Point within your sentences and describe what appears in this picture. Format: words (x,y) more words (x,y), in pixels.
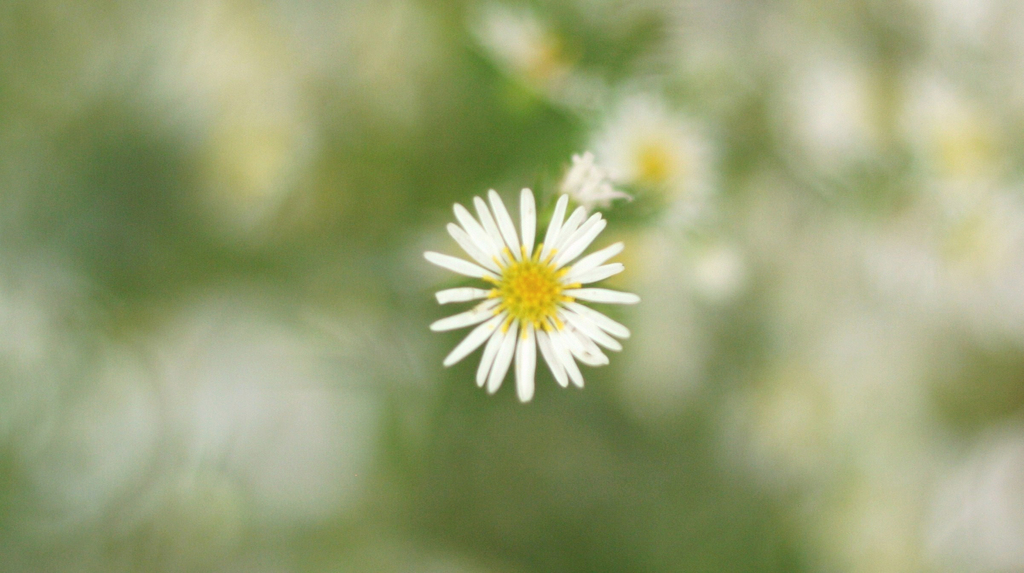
In the picture I can see the white flower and it is in the middle of the image (478,223).
